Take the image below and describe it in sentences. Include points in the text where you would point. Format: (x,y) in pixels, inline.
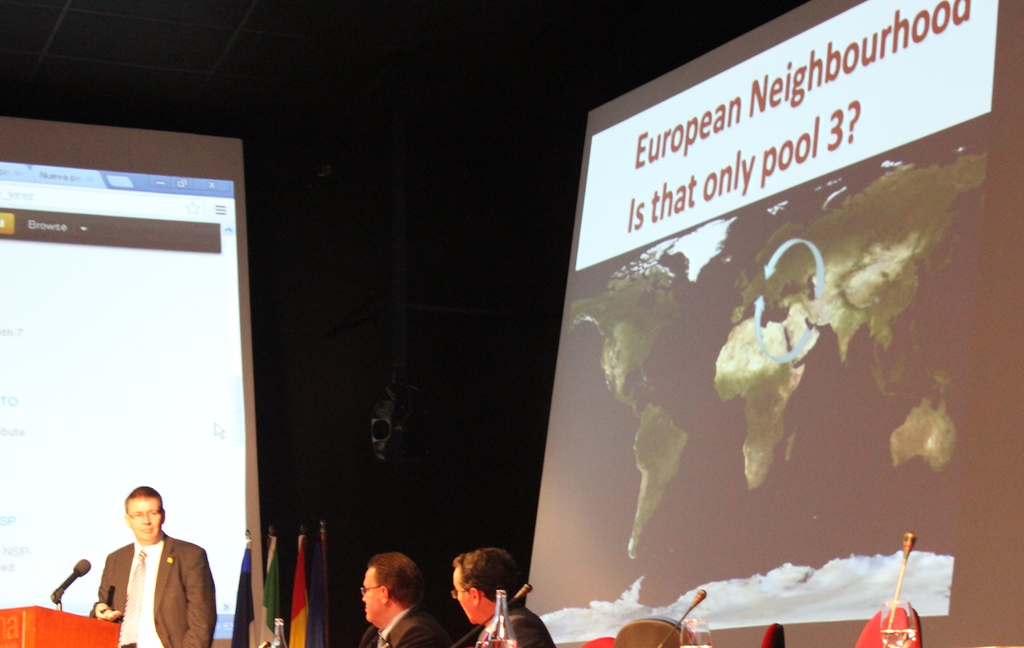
In the picture we can see two men (395,597) wearing suit (515,618) sitting on chairs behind table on which there are some microphones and in the background (322,612) there is a person (152,562) wearing suit (164,628), standing behind wooden podium (114,626) on which there is microphone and there are some flags (302,617), we can see projector screen (122,346) and on right side of the picture (752,335) there is another projector screen (768,295).
